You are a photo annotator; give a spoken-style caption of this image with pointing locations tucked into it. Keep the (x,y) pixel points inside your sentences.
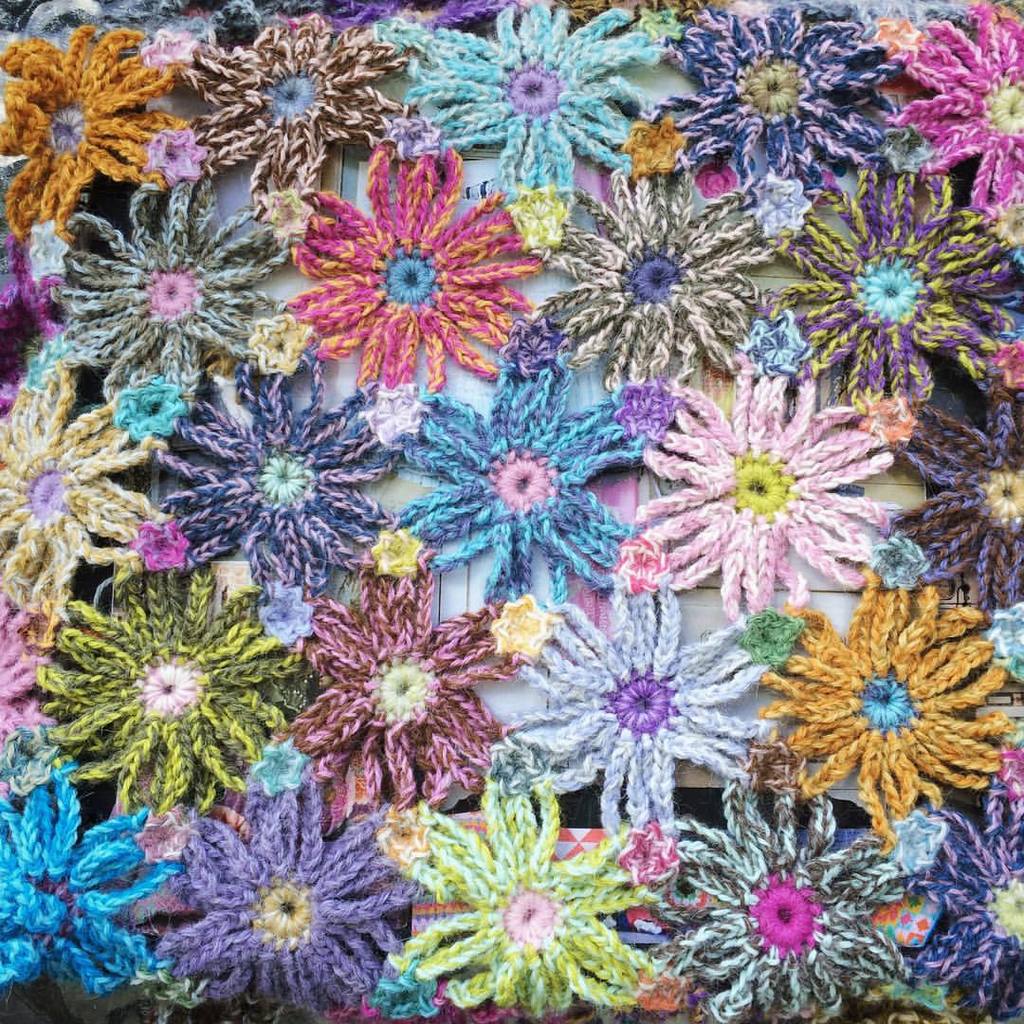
In this image I can see woolen flowers (484,909).
